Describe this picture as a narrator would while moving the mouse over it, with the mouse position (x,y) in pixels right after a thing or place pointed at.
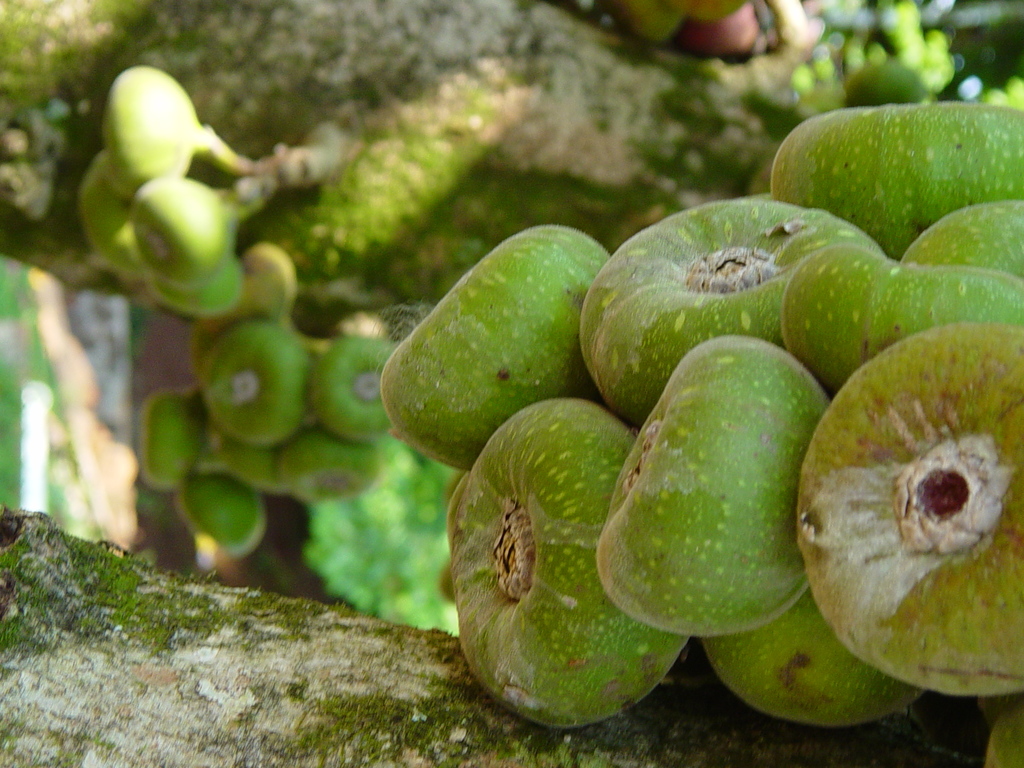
In this picture we can see a tree (362,276), we can see some fruits (697,457) here.
